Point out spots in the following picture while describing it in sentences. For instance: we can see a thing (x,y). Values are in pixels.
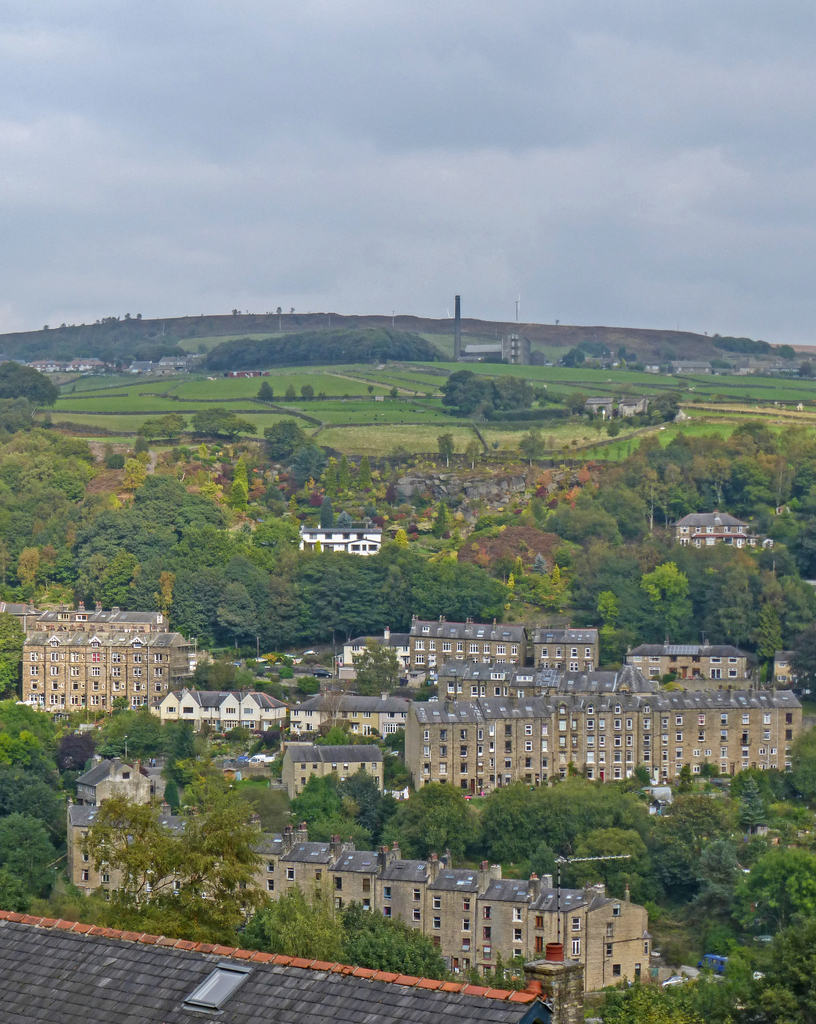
In the image there are few buildings (454,766) on the land (504,800) with trees (570,876) covered all over the image with a grassland (375,412) behind it and above its sky (400,159) with clouds (375,101).
